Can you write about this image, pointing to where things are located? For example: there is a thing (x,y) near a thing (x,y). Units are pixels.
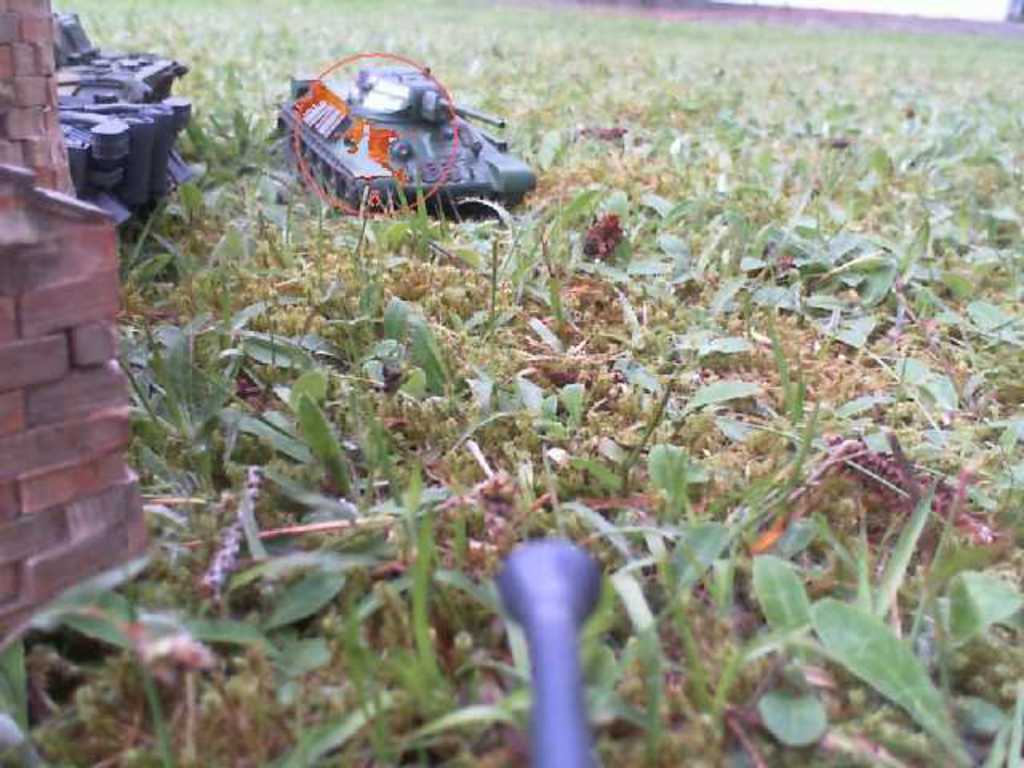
Here we can see small plants (587,515) on the ground (703,300). On the left (308,165) there is a toy military tank vehicle (386,145), small bricks (32,460) and an object (92,155) on the ground (268,373). At the bottom (534,647) there is an object (534,584).
